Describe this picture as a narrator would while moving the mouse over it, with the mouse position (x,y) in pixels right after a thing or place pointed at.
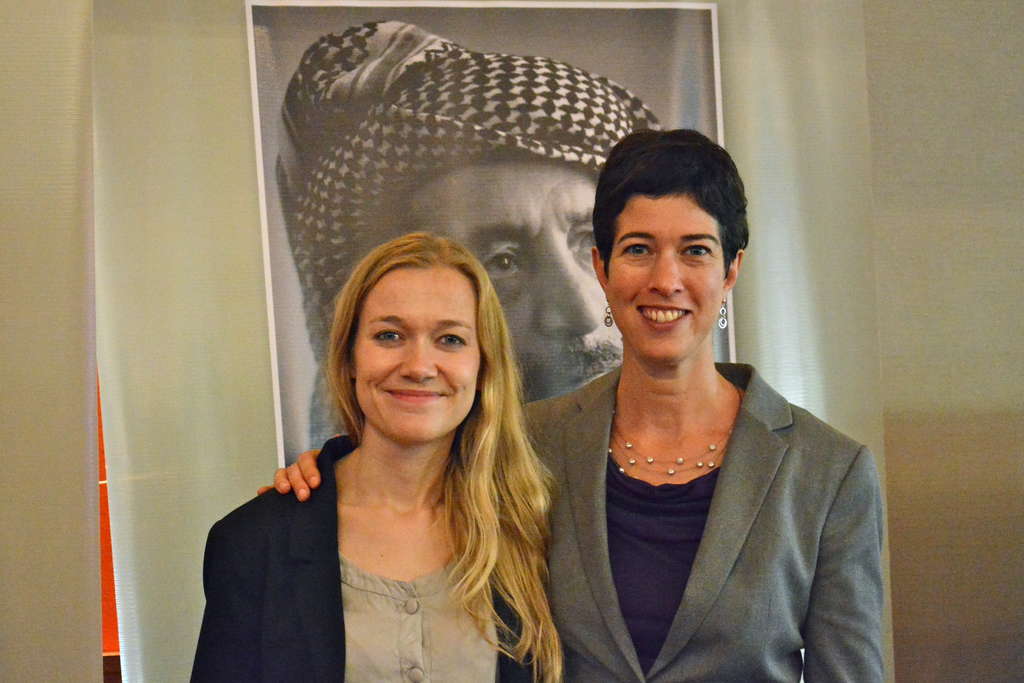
In this image we can see two women (498,441) smiling. In the background (476,174) we can see some persons (345,135) banner (332,174) and we can also see the plain wall (70,619).
